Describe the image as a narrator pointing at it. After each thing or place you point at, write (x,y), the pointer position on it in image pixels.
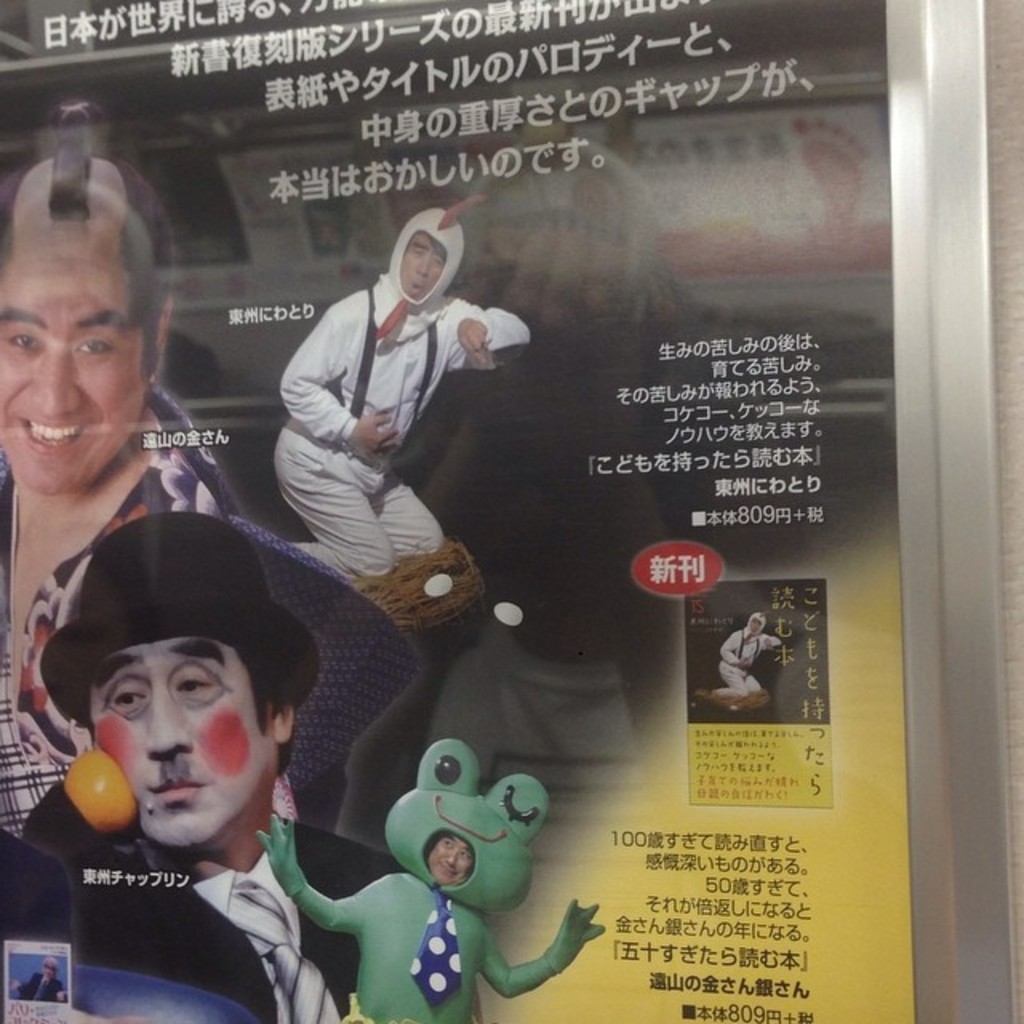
In this picture we can see a poster (33,516). There are few people (23,513) visible on this poster (559,529).
